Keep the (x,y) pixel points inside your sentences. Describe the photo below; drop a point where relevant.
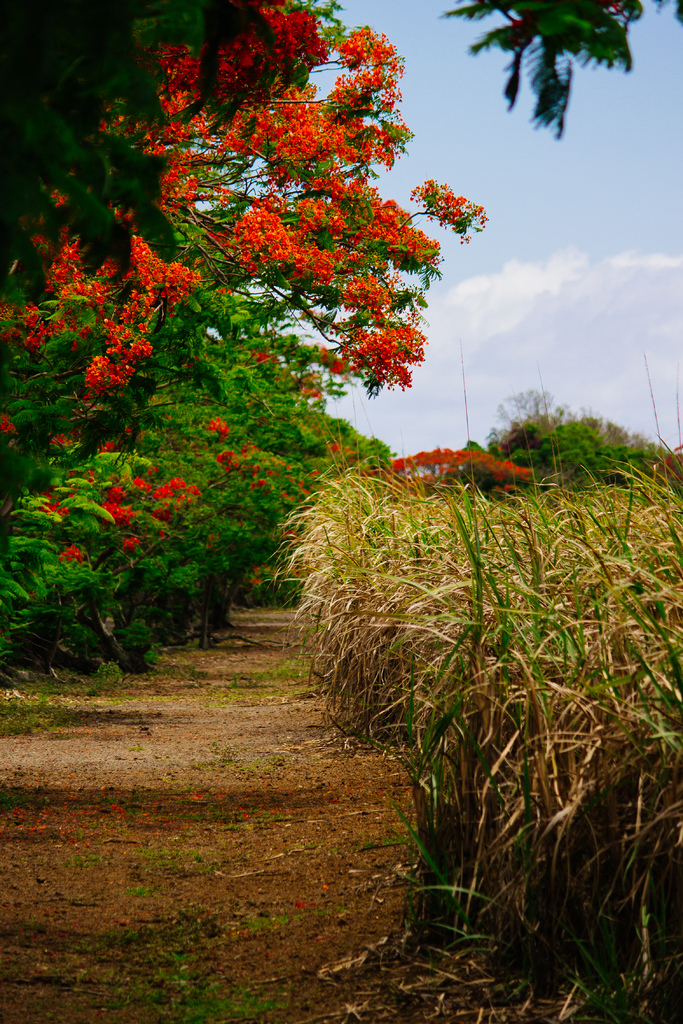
In this image I can see few trees (307,392), orange color flowers (247,235), grass (636,789) and the sky (497,358) is in blue and white color.
